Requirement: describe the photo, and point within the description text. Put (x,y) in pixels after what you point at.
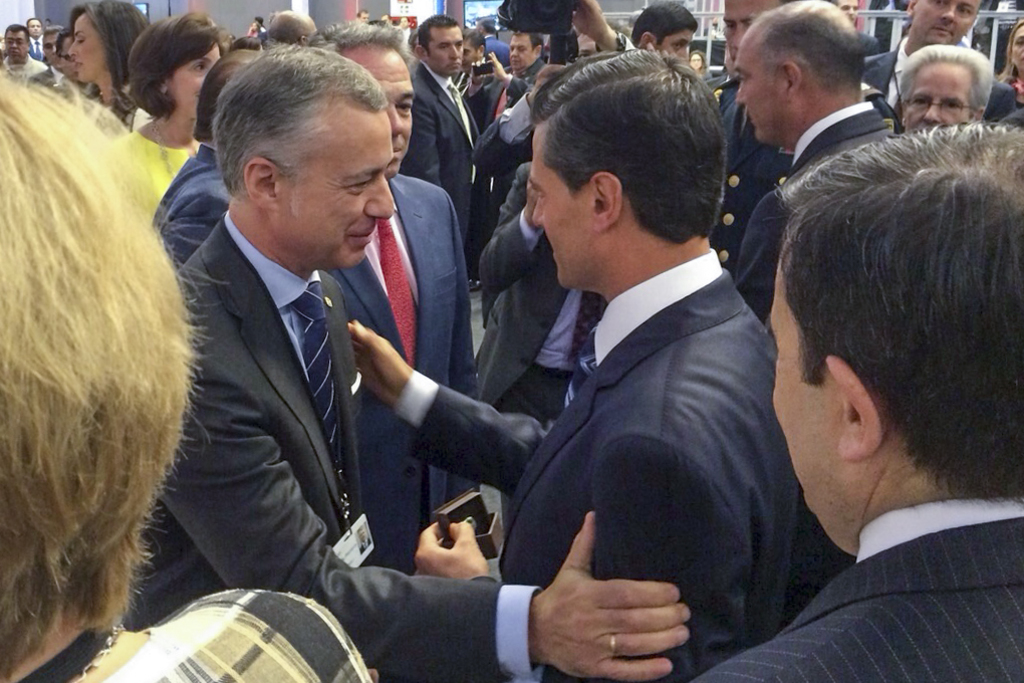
This picture describes about group of people (440,390), at the top of the image (496,108) we can see a man (531,109), he is holding a camera (542,23), in the background (477,49) we can find few people (809,11) and metal rods (978,12).
